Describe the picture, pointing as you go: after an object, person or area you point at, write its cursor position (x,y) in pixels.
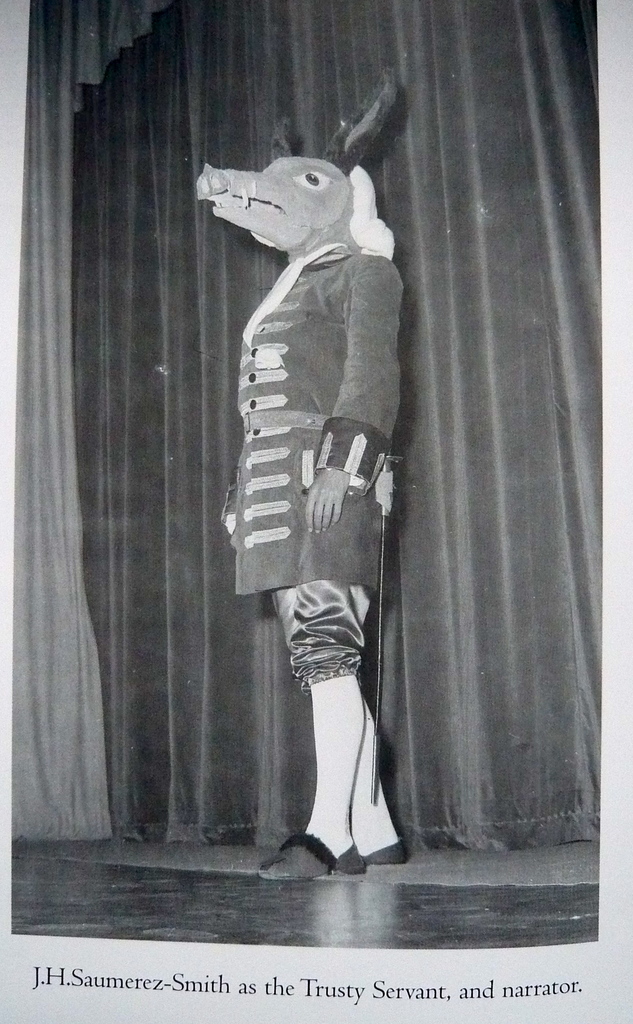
This is a stage (322,879). On that there is a person (256,329) wearing a mask (253,191) of a animal. In the back (229,119) there is curtain (425,424). And there is something written on the down. This is a black and white picture.
